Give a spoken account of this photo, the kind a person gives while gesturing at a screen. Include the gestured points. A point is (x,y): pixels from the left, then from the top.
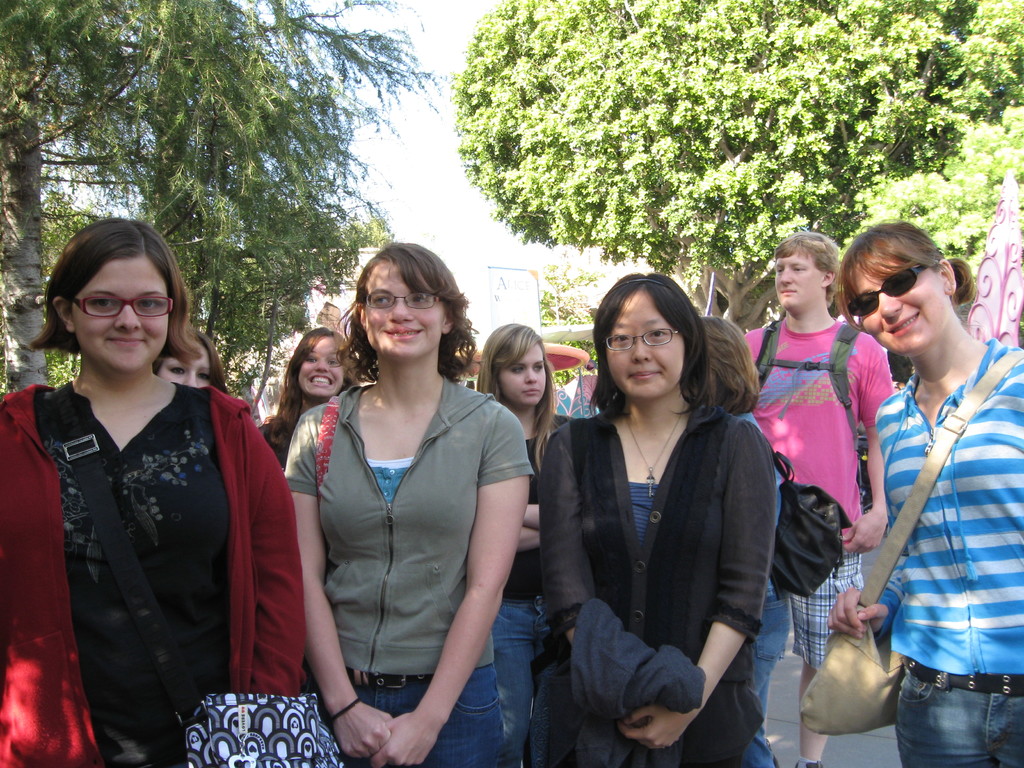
In this picture we can observe some people (386,454) standing. There is a man (818,484) and women (504,421). Most of them are wearing spectacles (376,299). In the background (330,239) there are trees (556,104).
